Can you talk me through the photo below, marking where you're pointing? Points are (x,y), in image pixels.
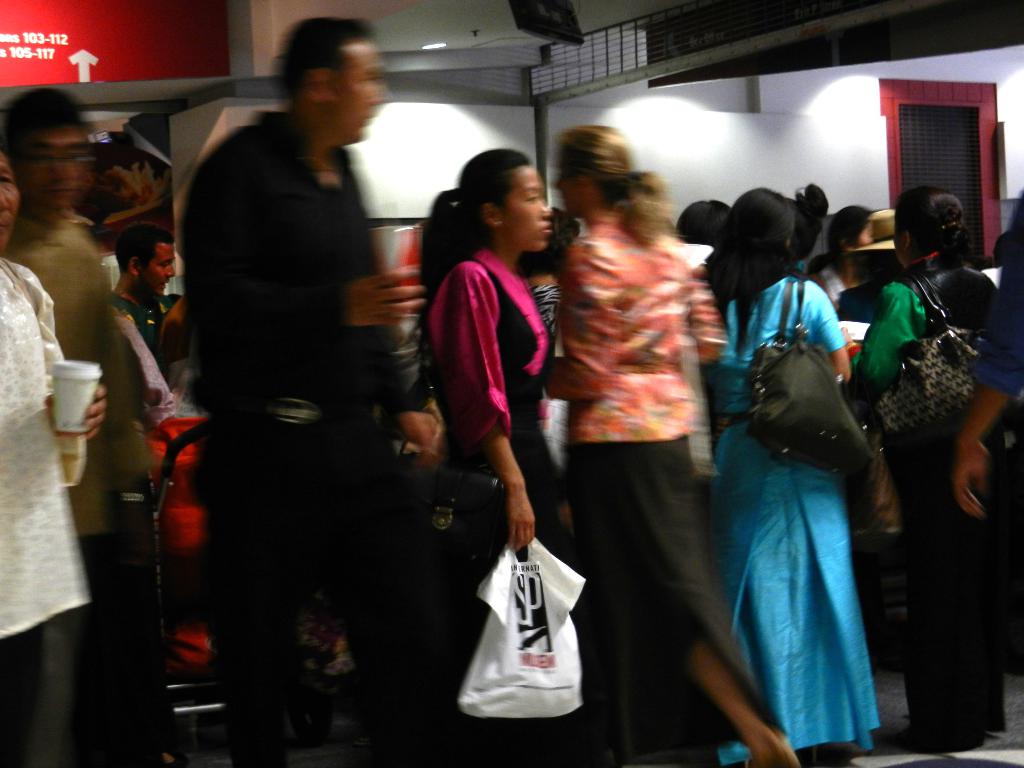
In this picture we can see a group of people (408,392) standing and a woman (599,518) is walking. There are two people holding the cups (73,401) and a woman (436,300) is holding a plastic bag (525,614). Behind the people (311,343) there is the wall (433,141) and a board (69,52). At the top (557,22), it looks like a television (526,17) and there is a ceiling light (435,49).
